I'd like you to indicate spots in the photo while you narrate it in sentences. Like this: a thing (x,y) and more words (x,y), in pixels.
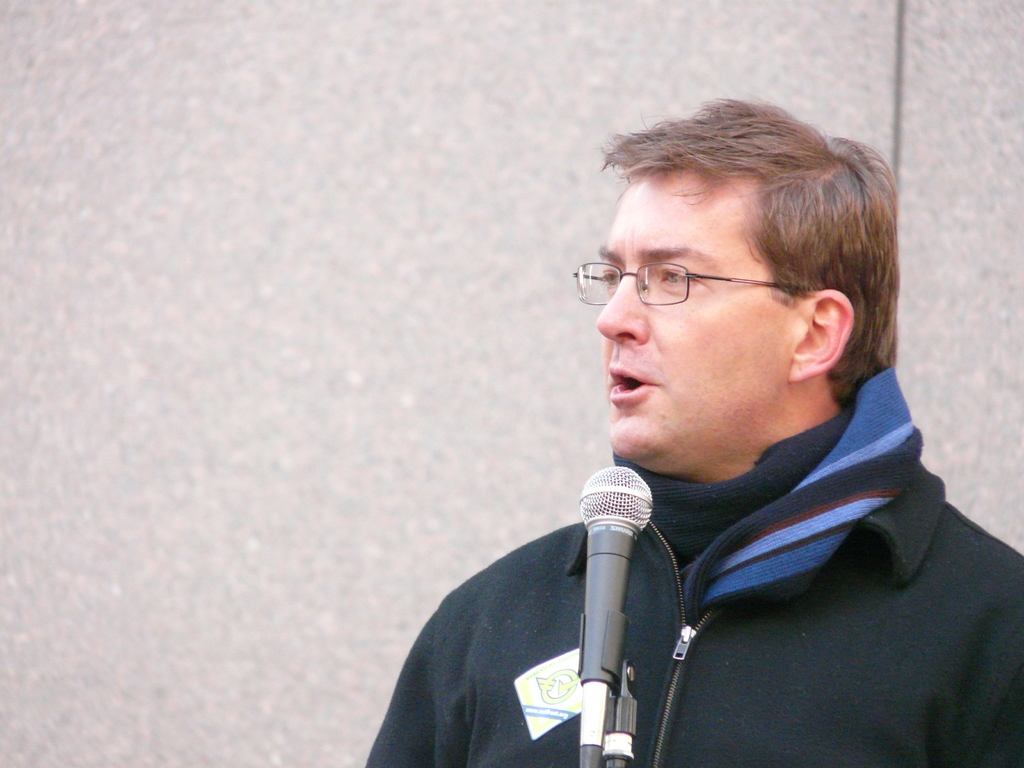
There is a person (881,609) wearing black jacket (880,644) is speaking in front of a mic (609,575).
